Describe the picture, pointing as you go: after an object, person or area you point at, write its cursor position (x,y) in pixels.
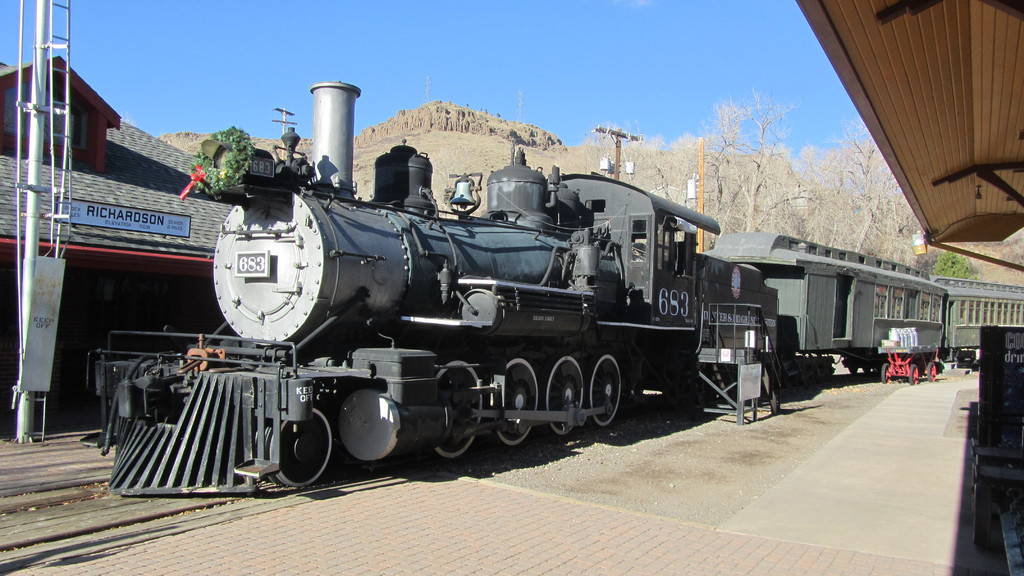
In this picture there is a train (680,339) on the track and there are trees (738,208) and a mountain (554,139) in the background (638,164).
